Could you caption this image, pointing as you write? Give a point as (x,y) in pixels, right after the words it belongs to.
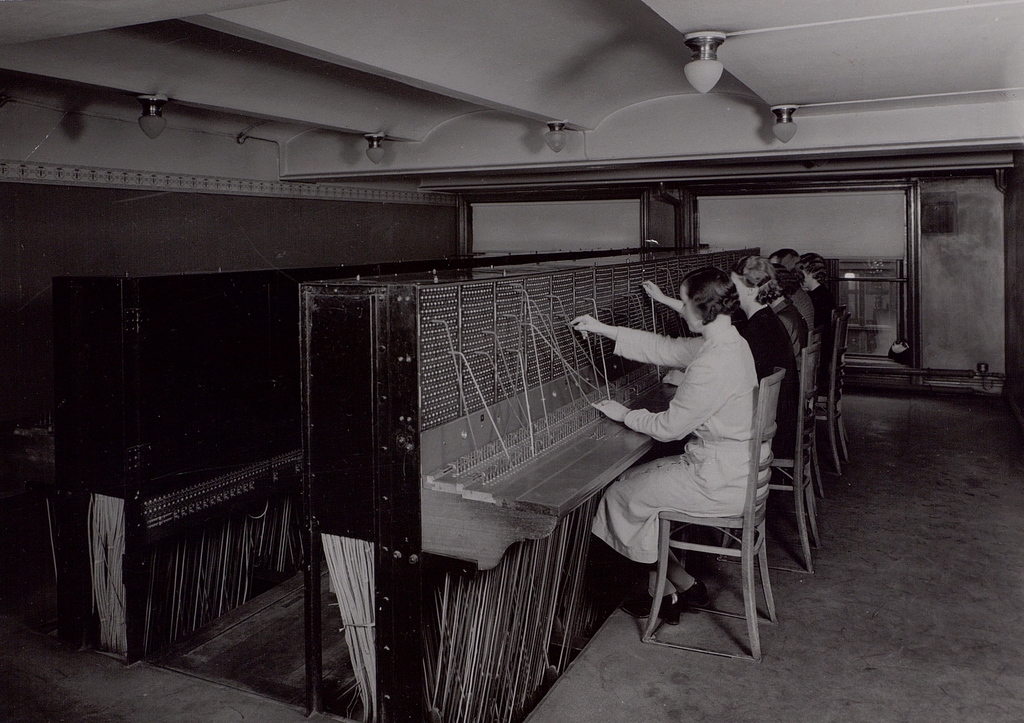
In this image there are a few people (609,531) sitting on the chairs (808,527) and working on one of the machines (501,289), there are lights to the roof (813,45) and reflections (876,316) on the glass door (897,320).
